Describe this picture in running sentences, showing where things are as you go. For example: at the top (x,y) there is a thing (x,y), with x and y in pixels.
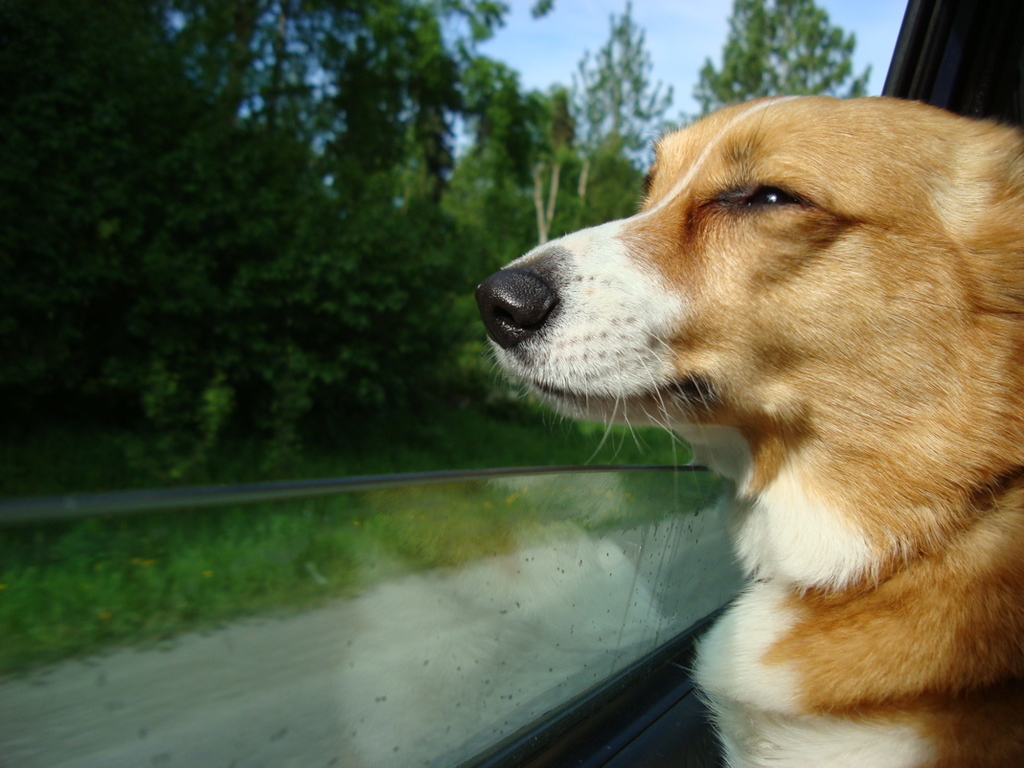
In this image we can see a dog (807,472) peeking through a motor vehicle's window (430,539). In the background (331,291) there are ground (189,441), trees (417,223) and sky (605,51).
